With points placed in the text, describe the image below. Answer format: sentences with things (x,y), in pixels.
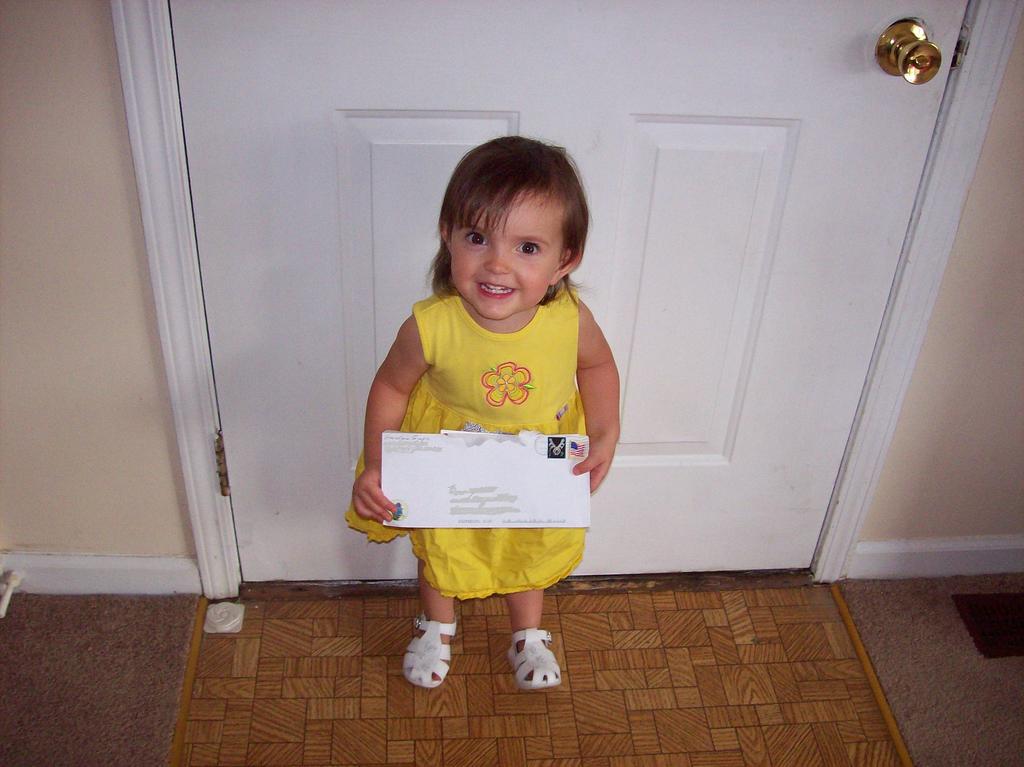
In the image we can see there is a girl (460,383) standing and holding an envelope (493,489) in her hand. Behind her there is a door (324,307).
